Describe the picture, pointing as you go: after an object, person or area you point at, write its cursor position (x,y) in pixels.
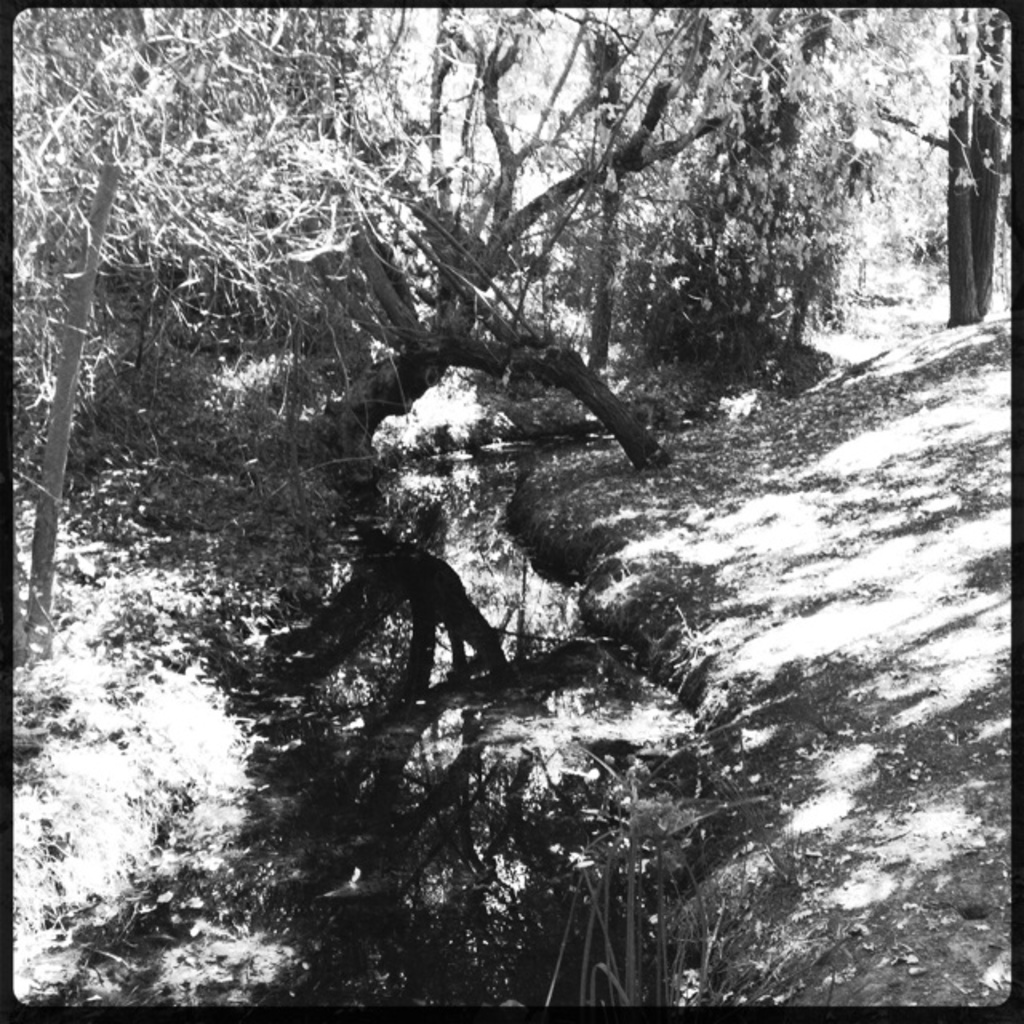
This is a black and white image and it is edited. This place is looking like a forest (697,271). Here I can see many trees (336,203) on the ground (870,615). At the bottom (473,930) there is a lake (505,783).
